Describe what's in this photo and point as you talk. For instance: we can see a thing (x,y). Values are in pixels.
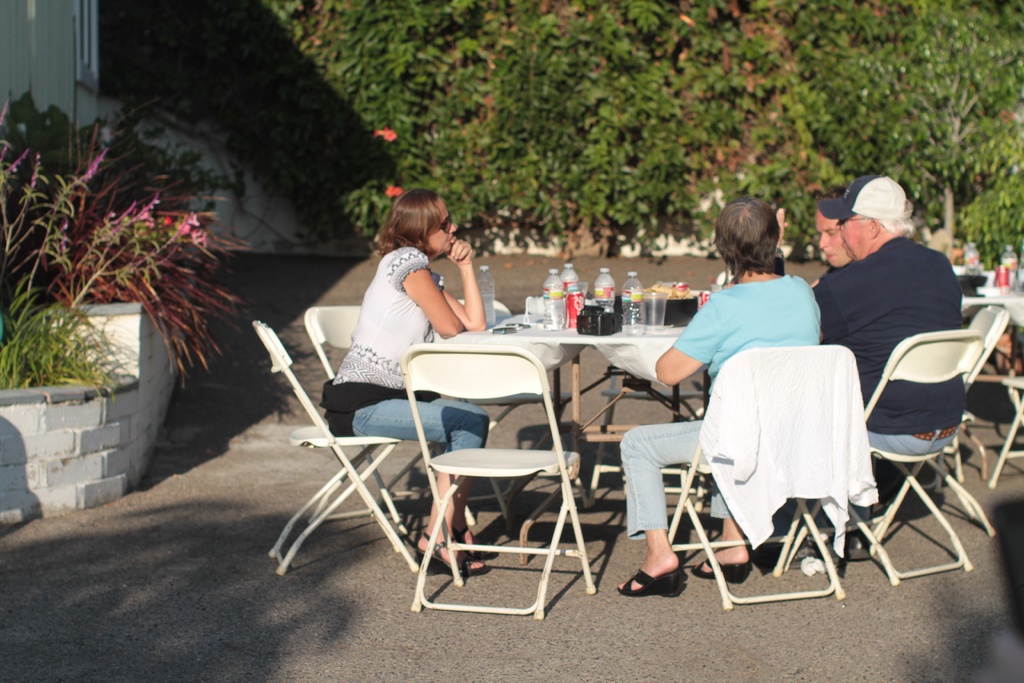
In the image there are few old people (448,238) sitting around the table (507,316) with water bottles (630,304), tins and glasses (647,317) on it, there are plants (92,170) in the background (323,138) all over the image.
